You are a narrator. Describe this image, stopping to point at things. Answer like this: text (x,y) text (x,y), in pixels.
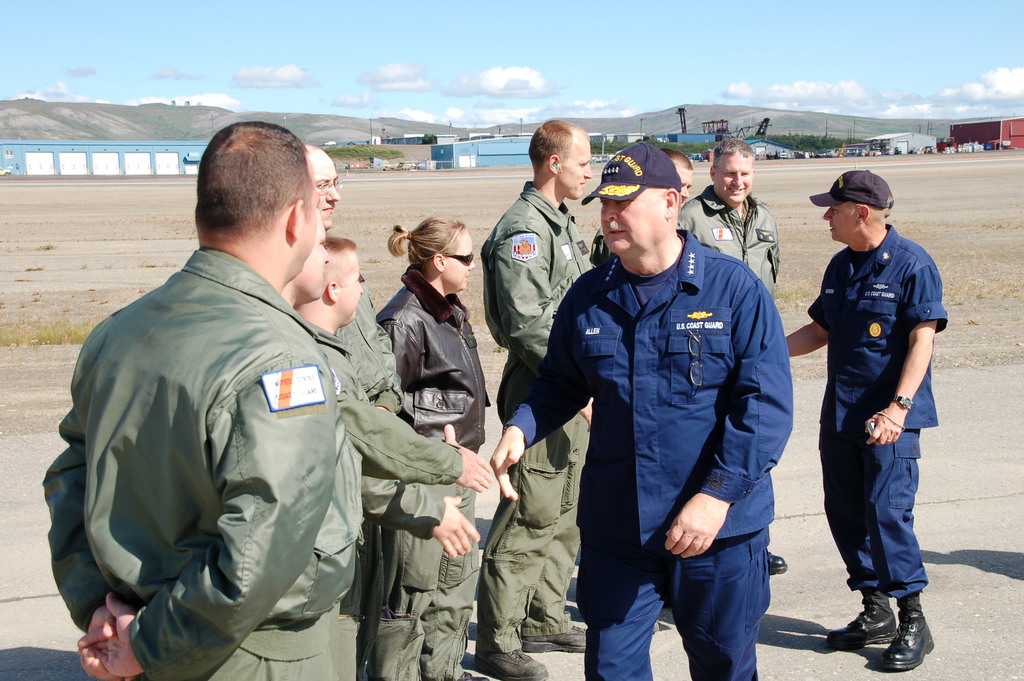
In the picture I can see these two persons (700,431) wearing blue color dresses (763,326), caps (624,193) and shoes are walking on the road (855,602) and these people (359,370) wearing dark green color dresses (741,218) are also standing. In the background (1000,167), I can see the ground (945,157), I can see houses (522,151), cranes (728,134), trees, hills (106,110) and the blue color sky (370,66) with clouds (506,96).
